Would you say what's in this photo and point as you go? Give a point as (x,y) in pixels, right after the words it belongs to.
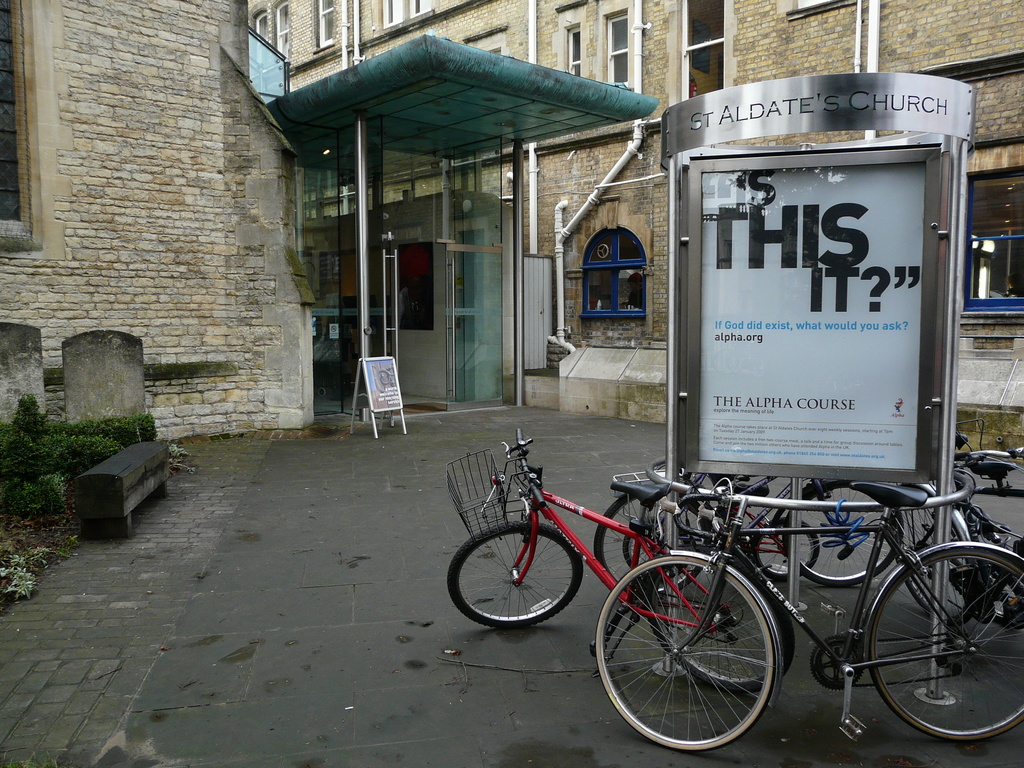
In this image there are buildings (353,218) and we can see bicycles (838,491). There are boards (677,422). On the left (44,511) there are shrubs (45,464).
